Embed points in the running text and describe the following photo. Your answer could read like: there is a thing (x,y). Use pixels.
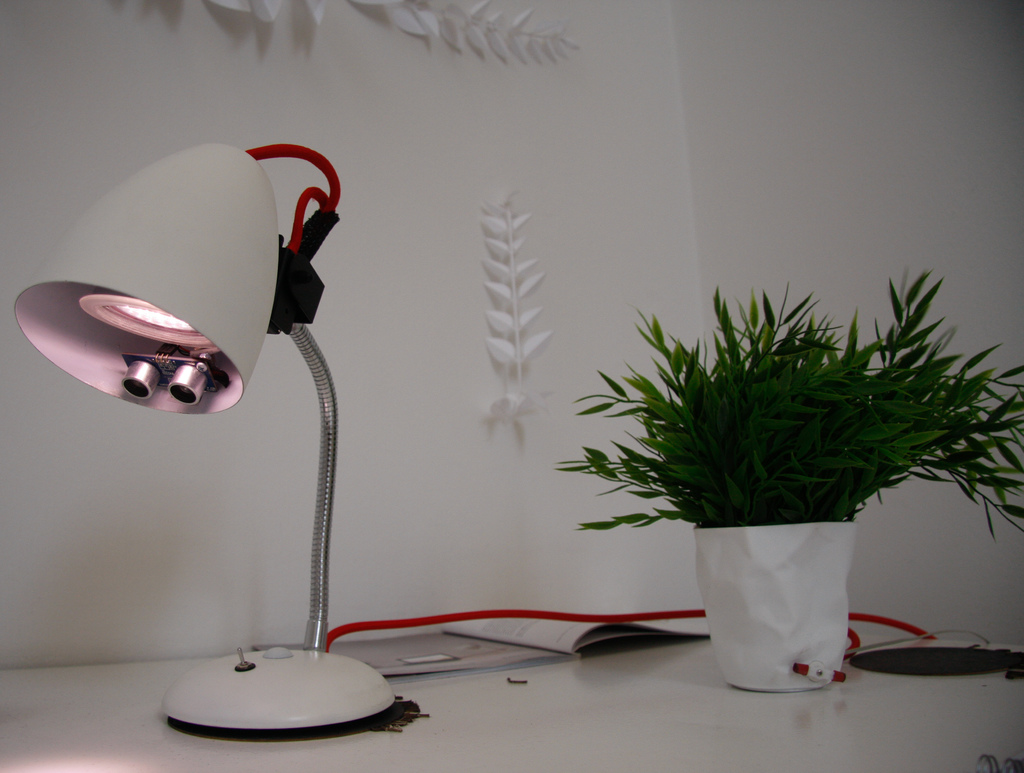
In this image we can see a table lamp (201,343), plant (698,458) on the white color surface (657,679). In the background of the image (549,210) there is wall (424,128).
